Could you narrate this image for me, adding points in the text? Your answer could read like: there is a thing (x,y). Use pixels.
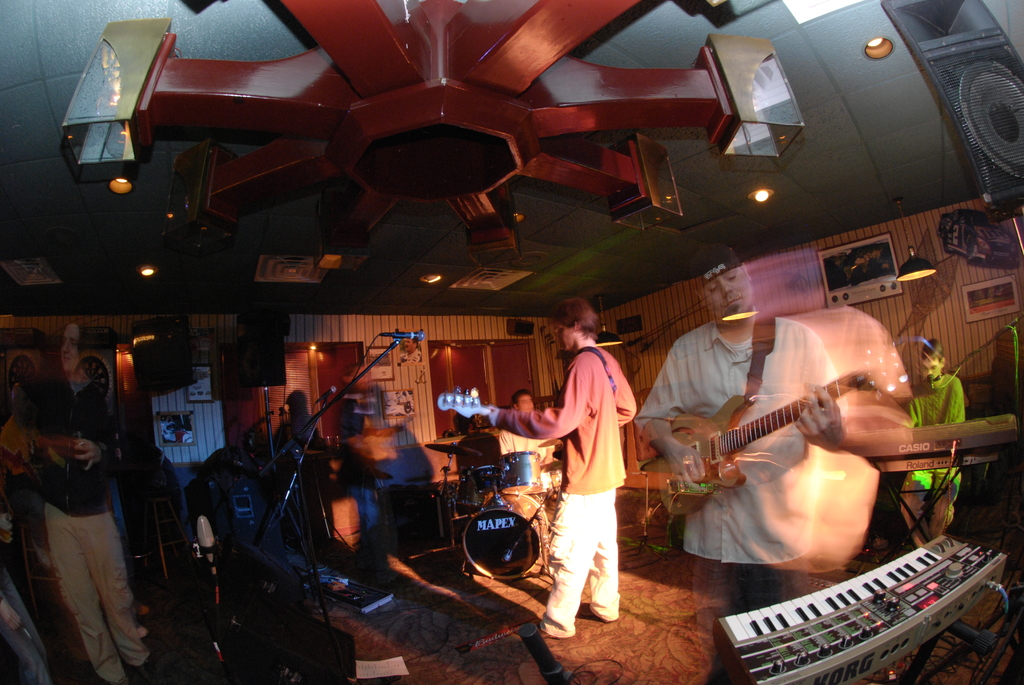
This image is taken inside a room (550,594). At the top of the image (434,156) there is a ceiling (746,18) with lights (759,94). At the bottom of the image (654,608) there is a floor (607,650) with mat (455,683), there are few people (25,431) in this room (440,405) playing a musical instruments (903,559). At the background (398,395) there is a wall (431,382) with windows (475,378) and doors (470,383).
